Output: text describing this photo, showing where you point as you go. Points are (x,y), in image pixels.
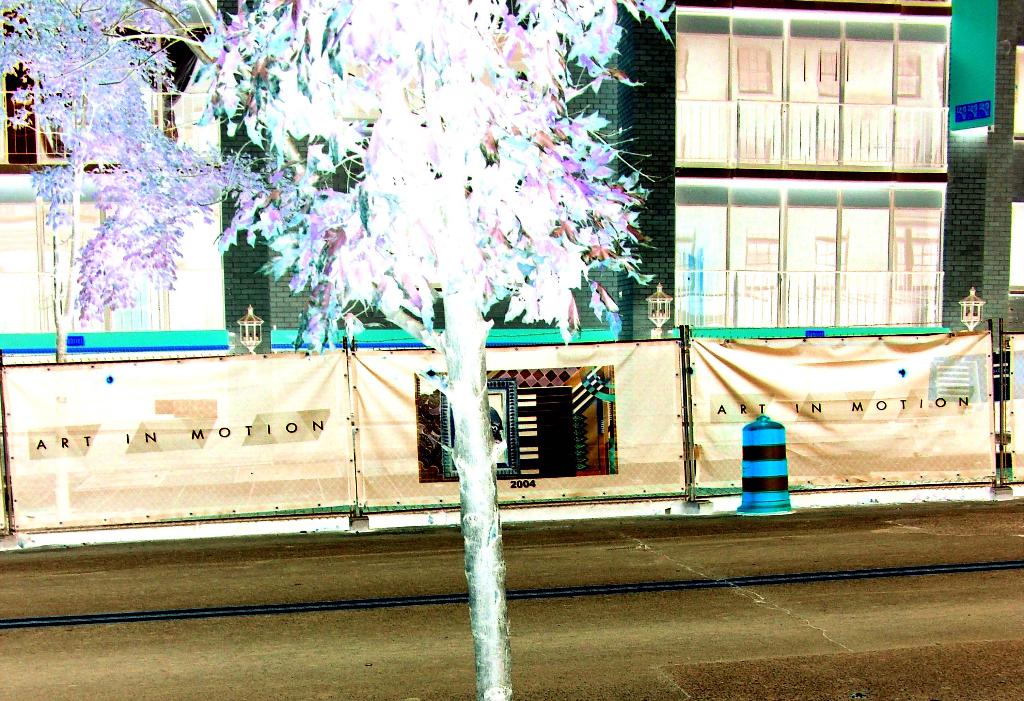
In this image we can see an edited picture of a building (951,296) with windows (924,296), lights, a banner (551,366) with some text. In the foreground (596,179) we can see a tree (594,221) and a cone (759,462) placed on the ground (13,603).
